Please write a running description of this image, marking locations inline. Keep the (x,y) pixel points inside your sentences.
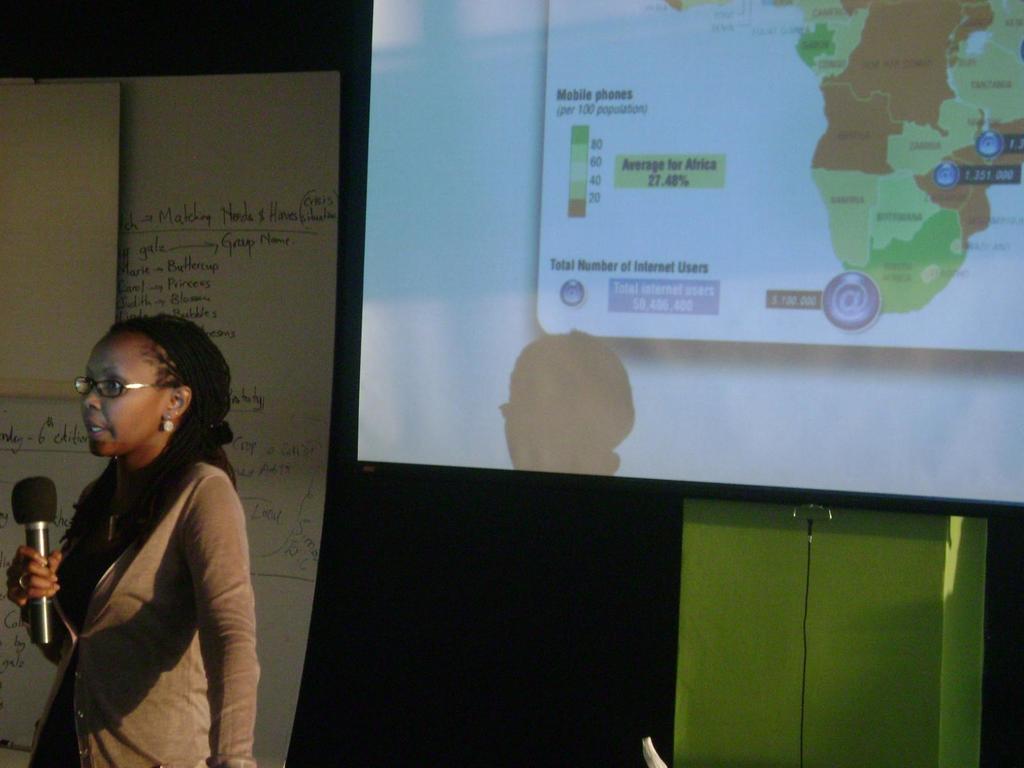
In this image I can see a woman (140,635) standing and speaking by holding a mike (31,502). in the background (475,382) there is a screen (622,372) and also I can see a sheet (283,362) on the left side of this image (174,218).
